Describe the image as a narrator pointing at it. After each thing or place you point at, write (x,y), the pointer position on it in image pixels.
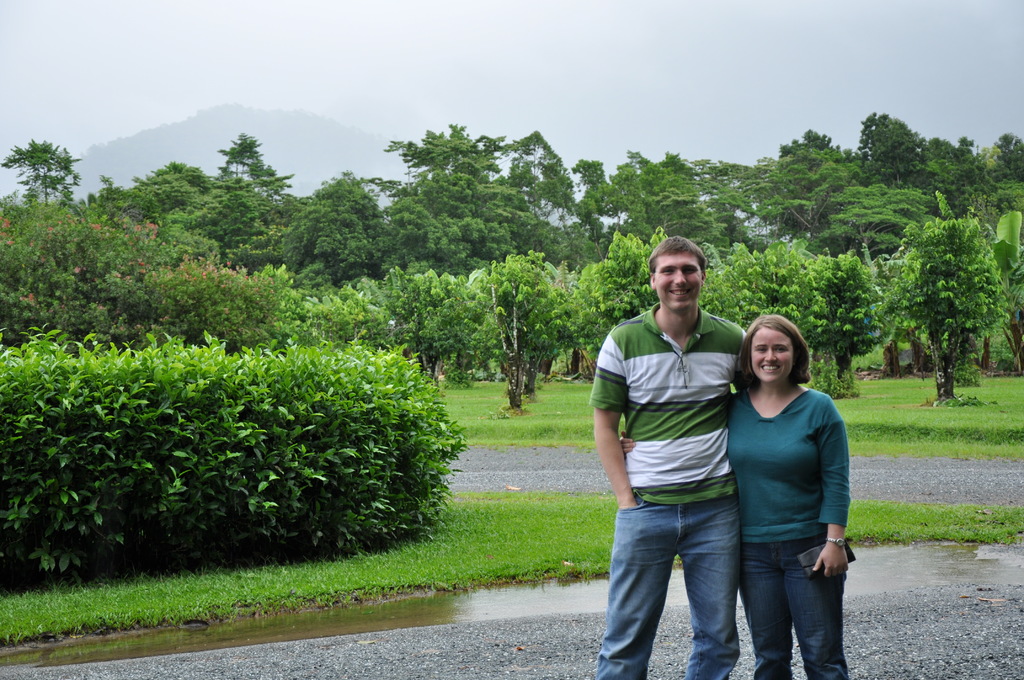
In the image there are two people (738,512) standing and posing for the photo and behind them there are many trees (277,309), plants (392,442) and a lot of grass surface (478,509).
